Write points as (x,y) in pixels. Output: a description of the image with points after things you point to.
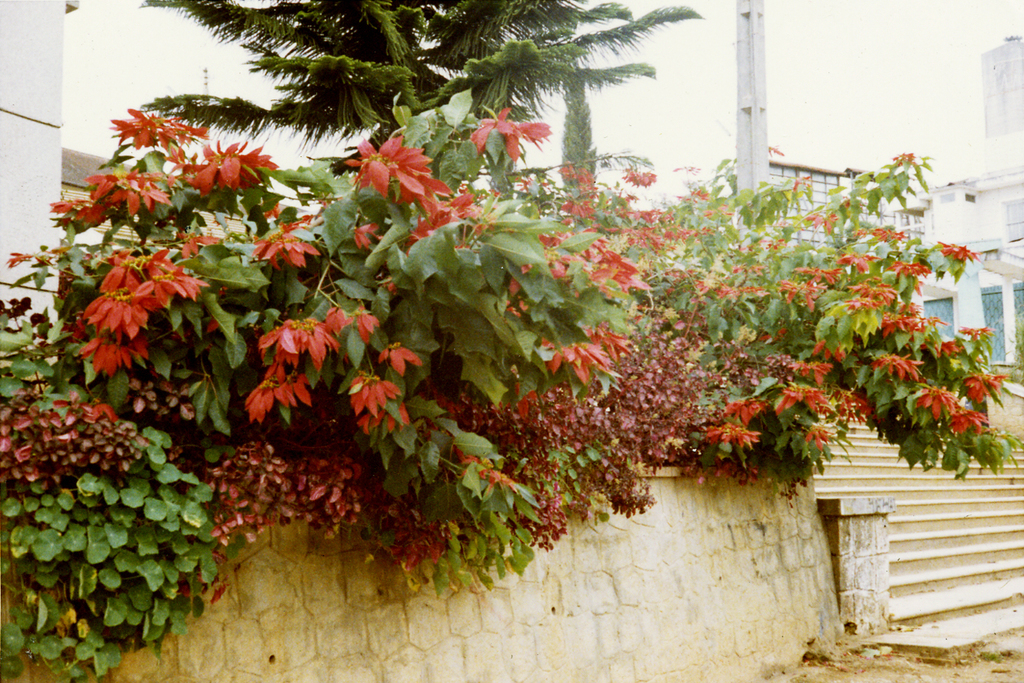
In this picture there are flower plants (541,287) in the center of the image (567,319) and there are stairs (883,463) on the right side of the image (989,488) and there are buildings (802,172) and trees (627,71) in the background area of the image (588,111).
